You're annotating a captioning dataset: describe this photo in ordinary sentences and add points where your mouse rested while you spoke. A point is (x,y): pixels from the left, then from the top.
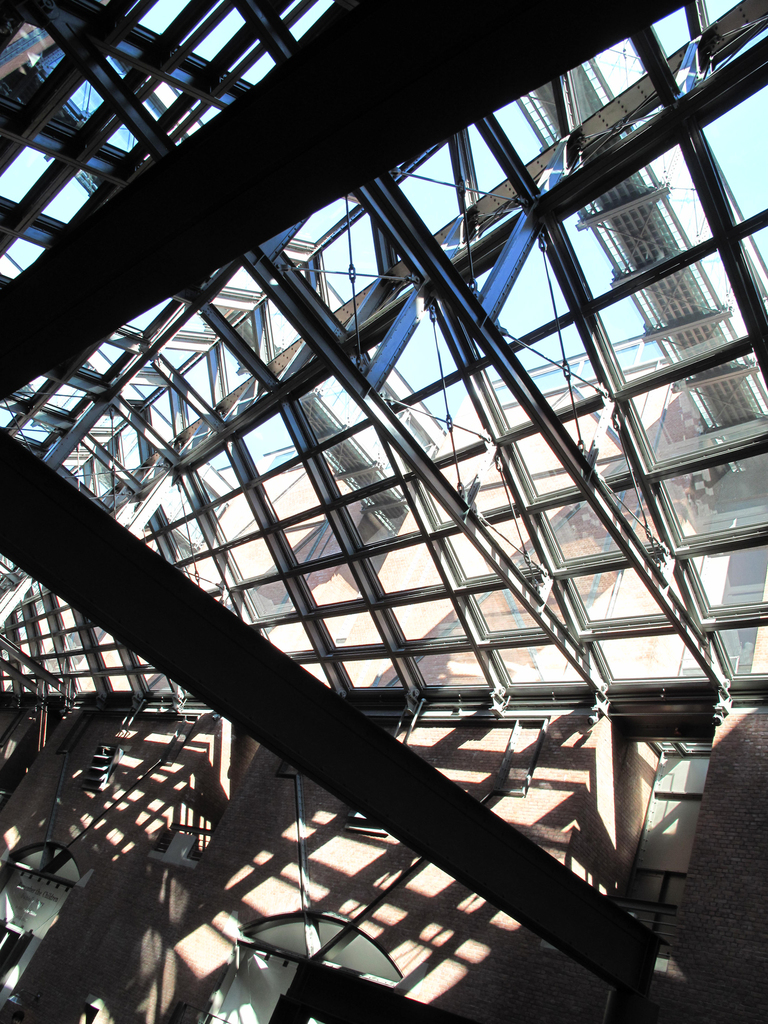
In this image we can see glass roof (334,353), objects (334,353), rods (334,353) and wall (134,794). Through the glass roof (492,410) we can see the sky (538,297), rods (507,496) and objects (705,506).
